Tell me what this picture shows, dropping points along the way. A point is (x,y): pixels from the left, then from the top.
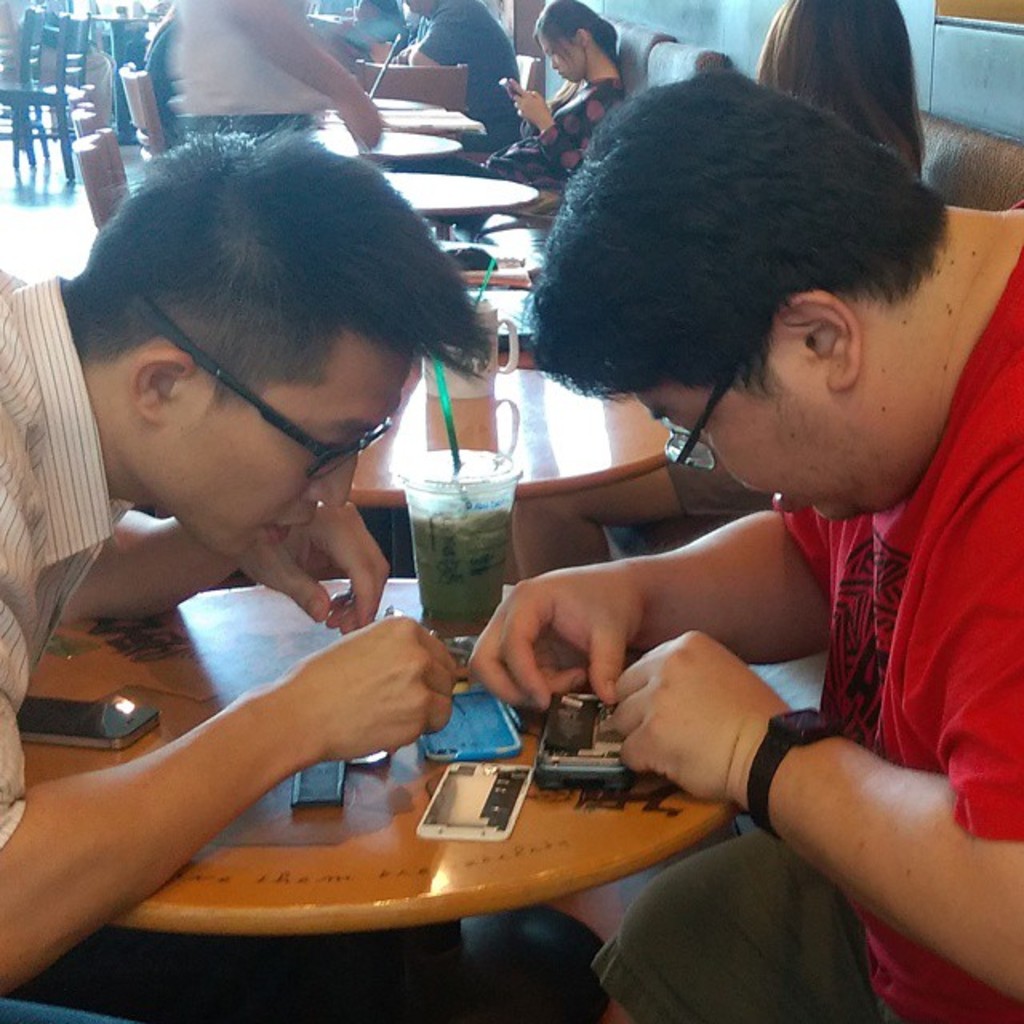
In the foreground of this image (609,744), there are two men (1022,614) sitting in front of a table (388,879), on which there are mobile parts (516,773) and a glass (468,486). In the background (512,395), there are tables (515,379), chairs (78,79), persons (424,0) sitting and a man (234,62) standing. We can also see the wall (710,4) and the floor (37,214).
